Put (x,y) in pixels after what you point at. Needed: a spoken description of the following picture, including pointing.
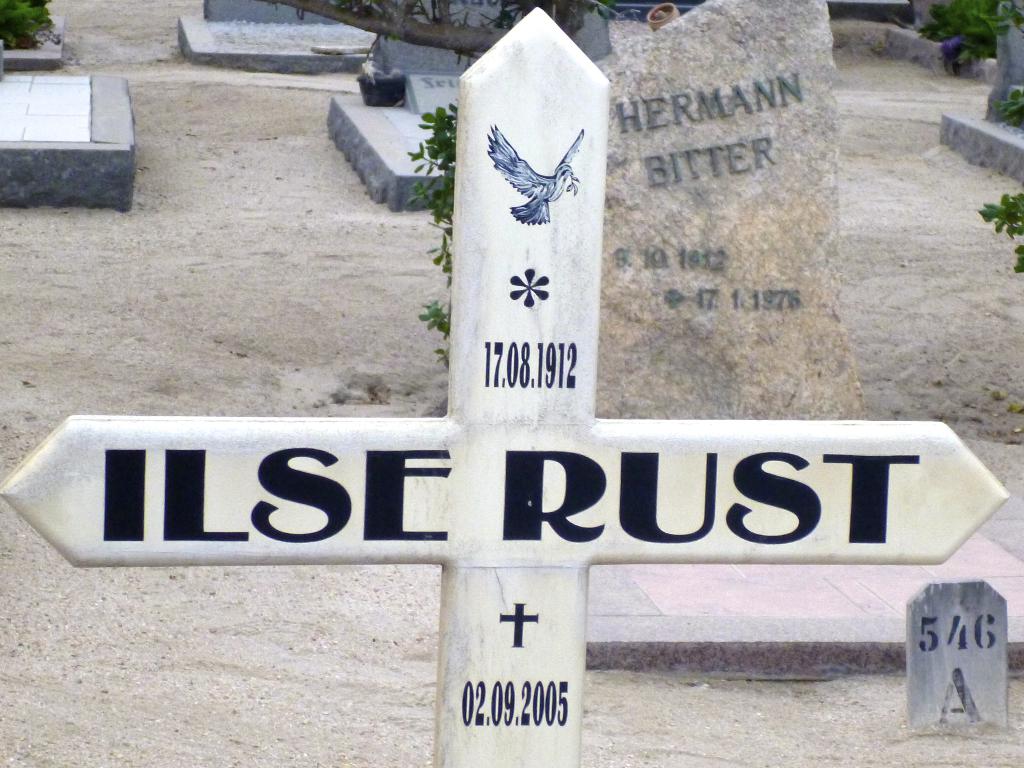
In the foreground of this image (492,461), there is a cross symbol (571,526) and in the background (705,101), there are few headstones (719,93) and greenery (20,41) on the ground (268,305).
